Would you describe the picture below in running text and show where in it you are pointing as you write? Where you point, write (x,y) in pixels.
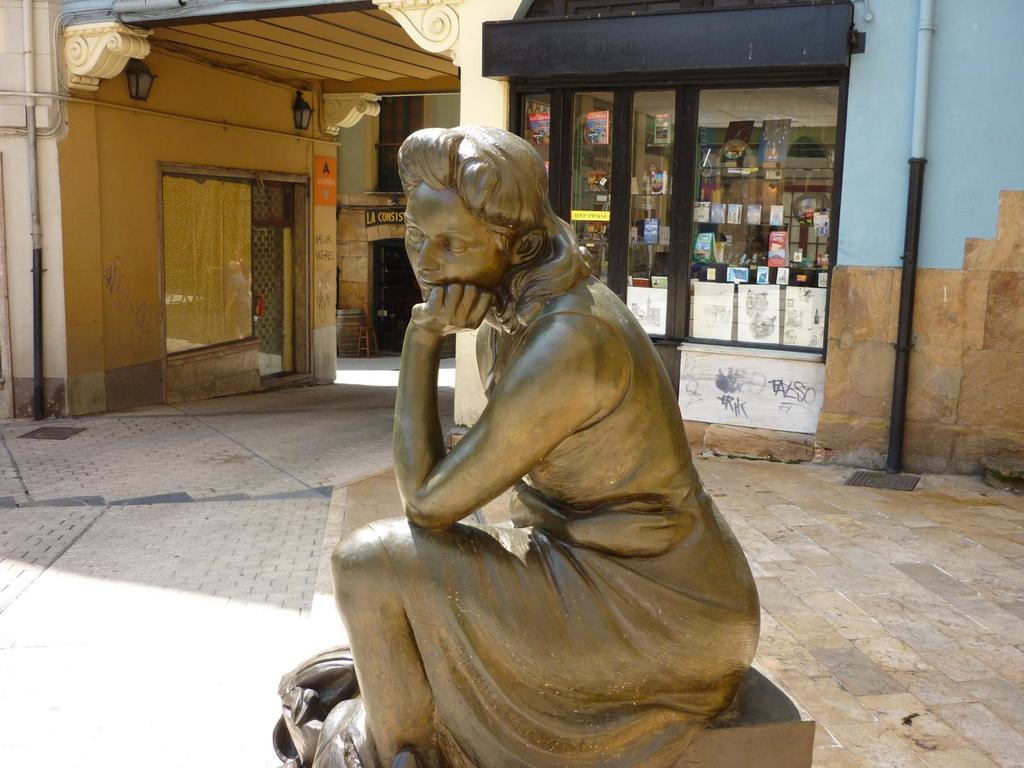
In this image I can see the statue (450,134) of the person (523,611). To the side of the statue (581,369) I can see the building (139,181) and there is a glass window (801,134). I can see many objects (722,318) through the window (689,243). To the right (907,309) there is a pipe (900,355) to the wall (850,311).
